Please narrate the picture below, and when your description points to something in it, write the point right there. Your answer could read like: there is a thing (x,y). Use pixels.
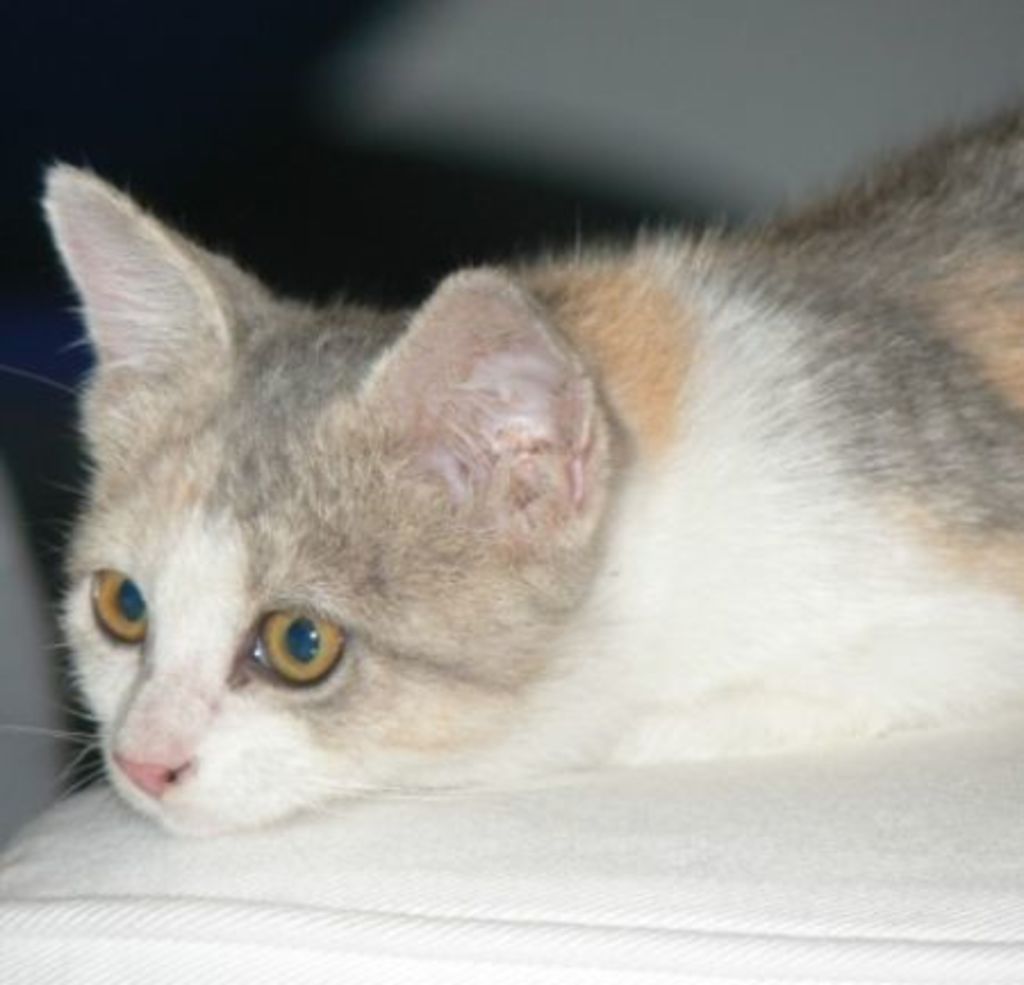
In this picture we can see a cat (393,450) is laying on a white object (444,820).
